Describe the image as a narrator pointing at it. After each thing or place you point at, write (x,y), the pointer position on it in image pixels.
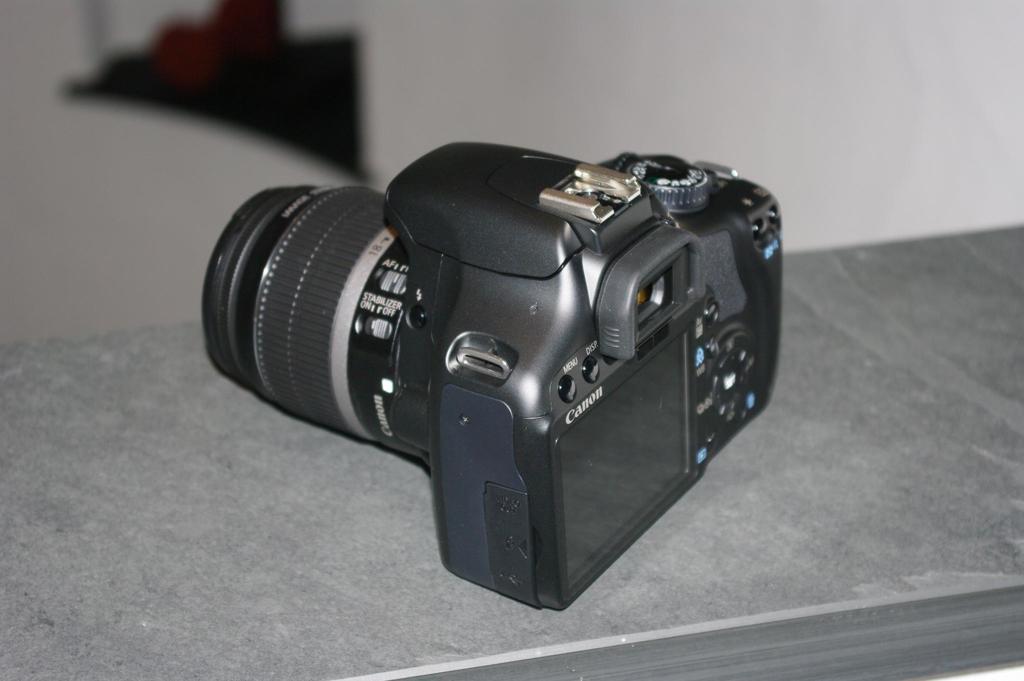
In this image in the front (453,302) there is a camera (340,287) which is black in colour and there is some text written on the camera (570,396).
